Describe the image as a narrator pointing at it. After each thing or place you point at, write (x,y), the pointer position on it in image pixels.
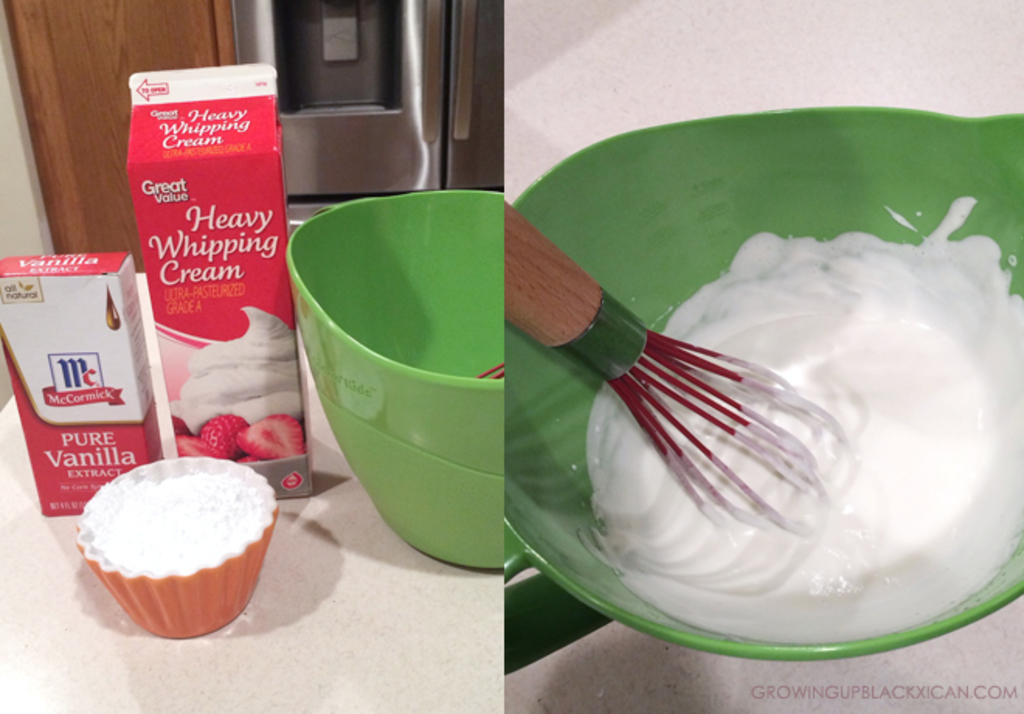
On the left side of the image (307,623) there is a table (52,625) with green bowl (371,414), two packets (155,221) and one small bowl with flour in it. Behind them there is a refrigerator (332,0) and also there is a wooden object (98,88). And on the right side of the image (913,192) there is a green bowl (792,188) with cream (691,328) and a whisk (677,380) in it.
